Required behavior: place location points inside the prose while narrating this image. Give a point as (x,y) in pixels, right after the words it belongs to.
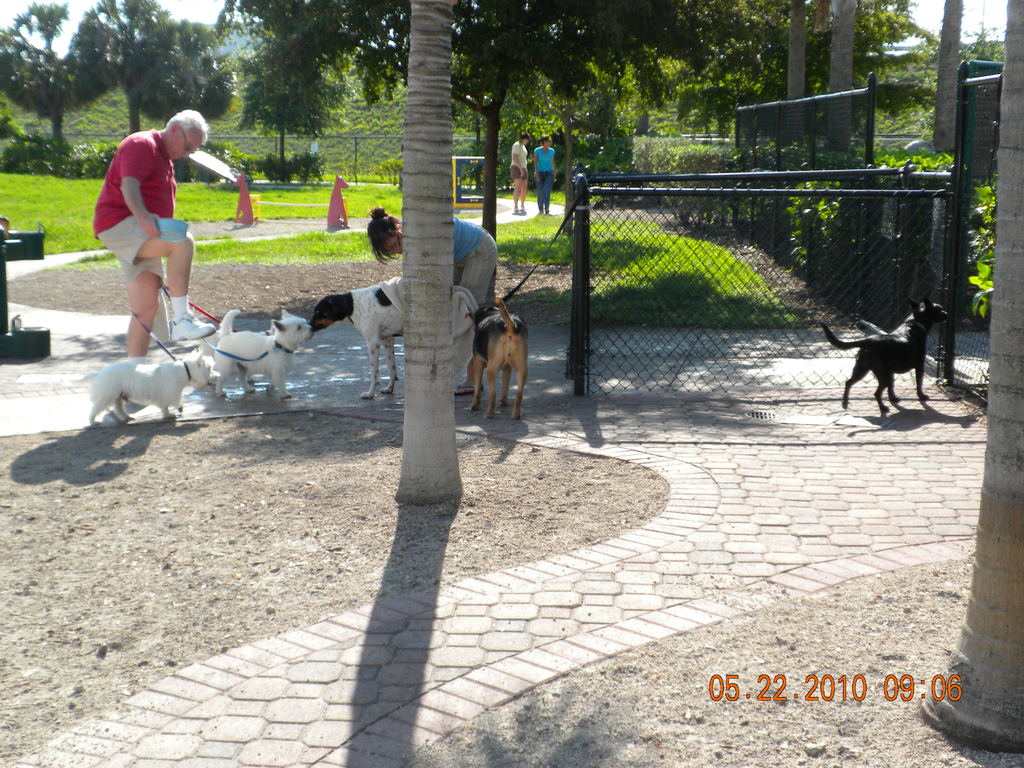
In this picture I can see two persons (156,215) visible in the middle (477,293), in front of persons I can see few animals (512,348) and trunk of tree (443,361) and on the right side (949,297) I can see animals (909,337) and fence (686,260), trees (691,88), persons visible and I can see fence (932,205), persons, trees (289,128), visible in the middle (593,273).
